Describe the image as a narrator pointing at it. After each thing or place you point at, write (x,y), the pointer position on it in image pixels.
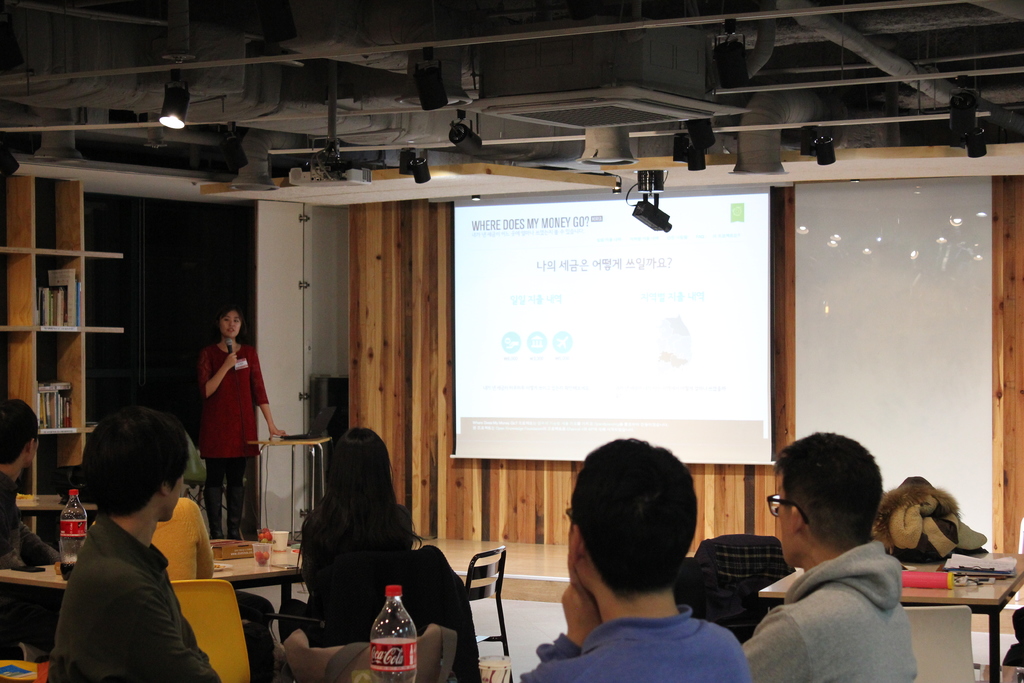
In this image I see few people (140,423) sitting on chairs (960,631) and this woman (248,380) over here is holding a mic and standing in front of a table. I can also see there is a rack (20,187) full of books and In the background (289,289) I see the screen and the wall (293,284).
